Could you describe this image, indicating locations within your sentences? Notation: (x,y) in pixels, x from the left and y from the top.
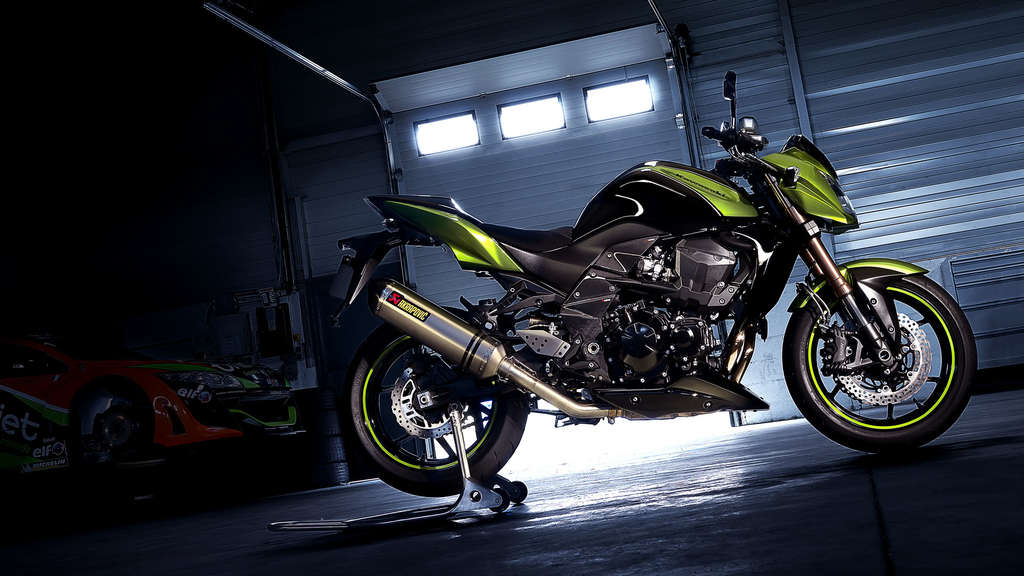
A green and black color vehicle (634,331) is present in the middle of the image (501,335). There is a car (158,412) on the left (120,412). There is a shutter (540,147) at the back (540,147).
